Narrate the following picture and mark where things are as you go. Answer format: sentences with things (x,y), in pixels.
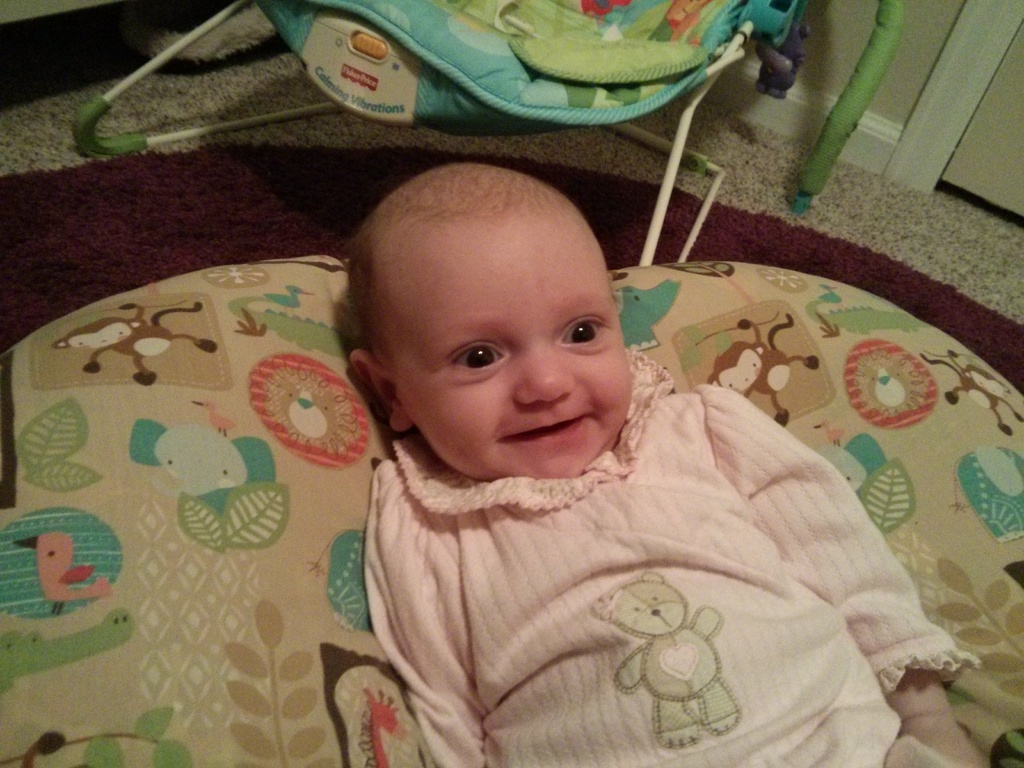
In the middle of the image (532,425) we can see a baby (515,440), and the baby (557,392) is smiling, in the background (586,68) we can see a baby cart (464,85).
